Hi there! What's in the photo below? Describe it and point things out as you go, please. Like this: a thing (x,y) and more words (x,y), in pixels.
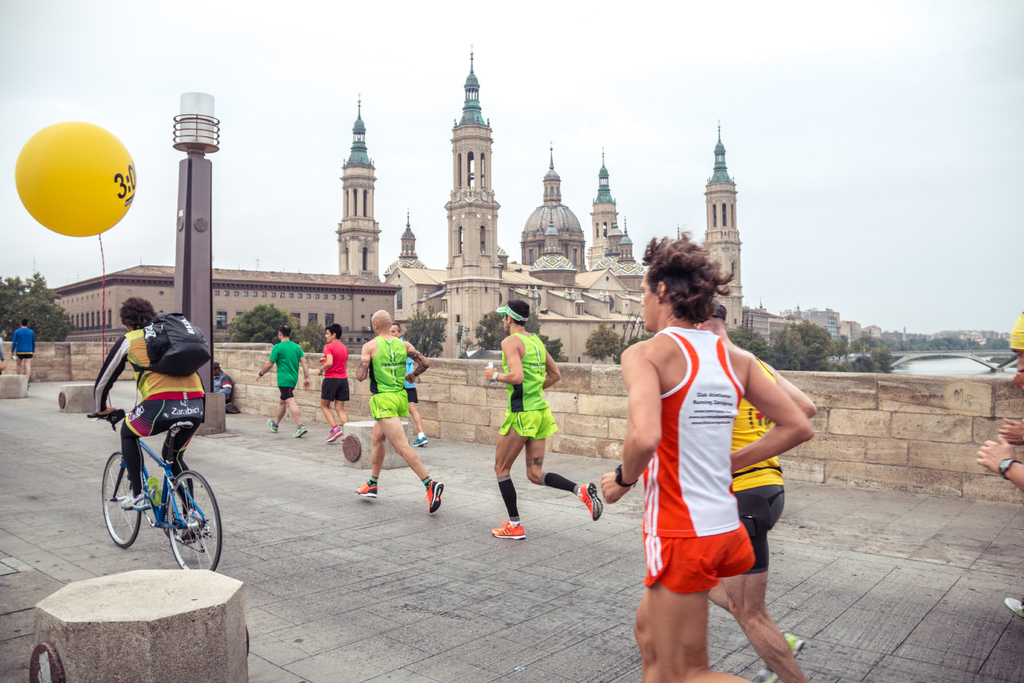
This is a picture of a street (328,510) on which there are some people (300,361) wearing shoes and running on the floor (365,538) and a person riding a bicycle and also we can see the yellow color air balloon (70,229) and a pillar (207,264) on which there is light (204,138) on the top (197,103).
